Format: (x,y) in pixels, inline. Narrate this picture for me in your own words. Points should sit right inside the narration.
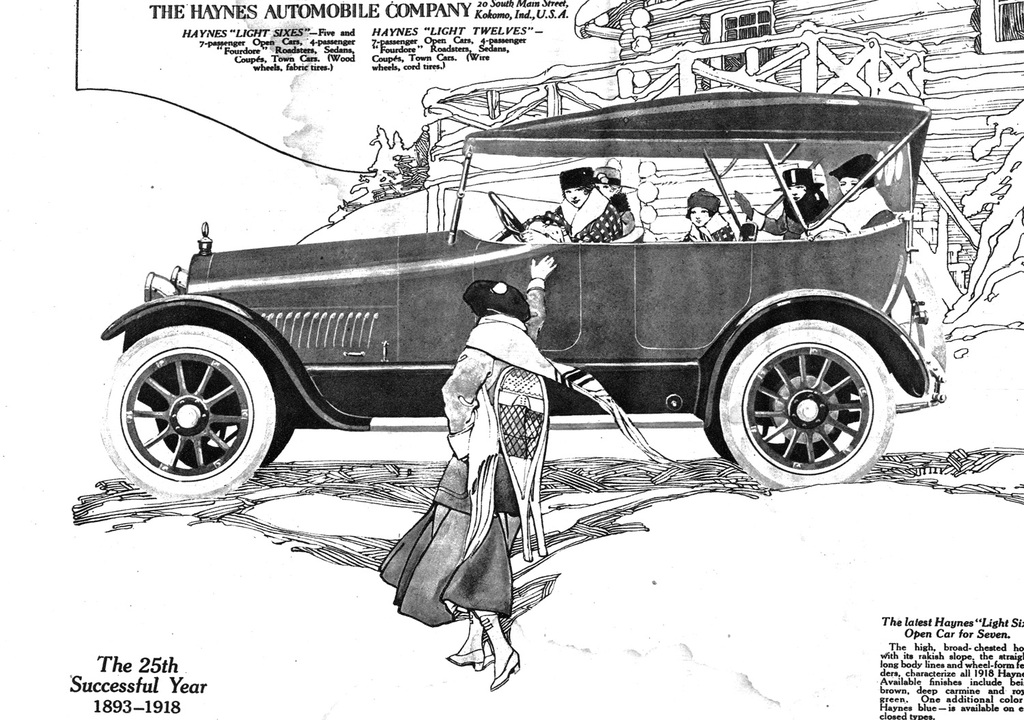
In the foreground of this image (491,348), we can see the sketch (495,371) of a woman (495,381), a vehicle (383,320) and people (871,212) sitting inside it. In the background (827,40), there is a building (769,58), railing (832,55) and we can also see some text (342,29) in the image.
